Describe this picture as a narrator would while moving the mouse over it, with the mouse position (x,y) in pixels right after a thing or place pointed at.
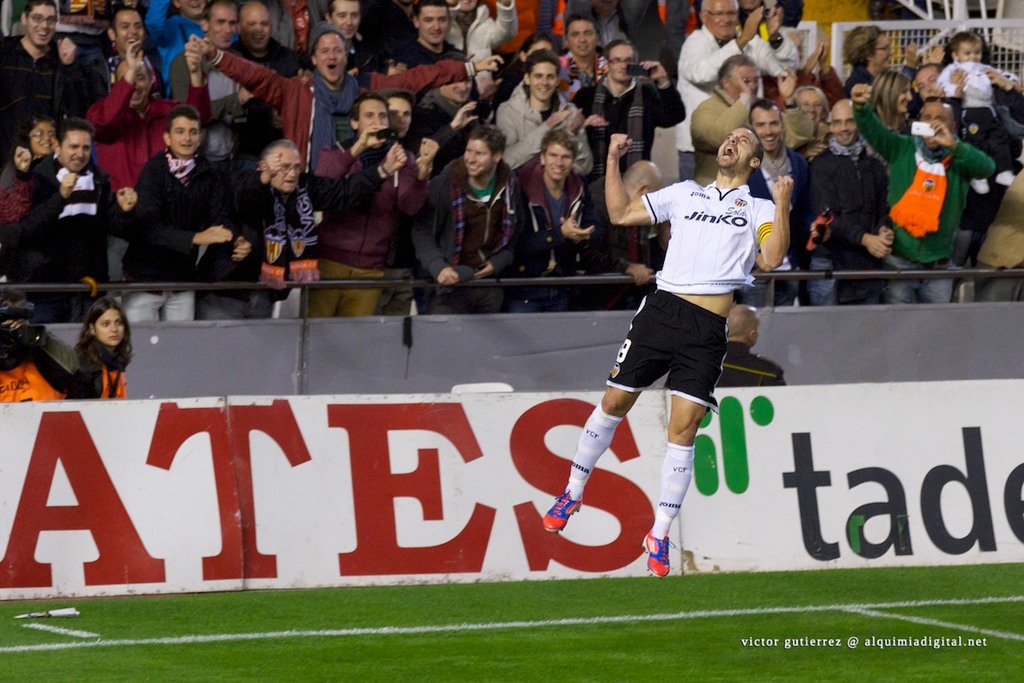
This is a playing ground (481,629). Here I can see a man (682,274) wearing white color t-shirt (698,249), black color short (670,318), jumping and shouting. At the back (316,467) I can see a board (353,468) which is in white color and I can see some text (157,452) on that. On the top of the image (209,87) I can see few people (386,109) are standing by looking at the ground (546,601). It seems like they are shouting and few people (323,187) are smiling.
